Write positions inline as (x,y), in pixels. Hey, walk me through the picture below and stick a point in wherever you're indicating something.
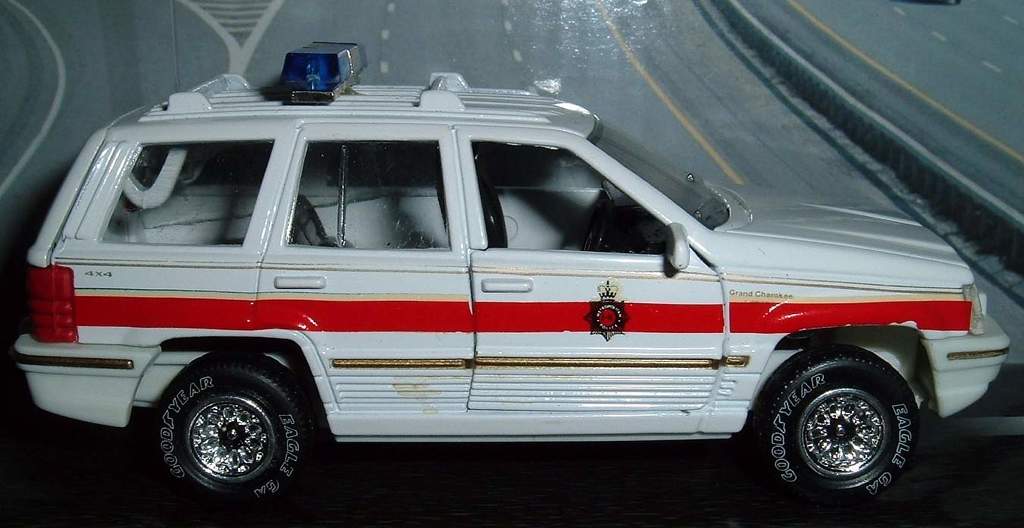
In this image I can see a toy car (411,327) facing towards the right side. In the background (794,117), I can see the road (668,61).
